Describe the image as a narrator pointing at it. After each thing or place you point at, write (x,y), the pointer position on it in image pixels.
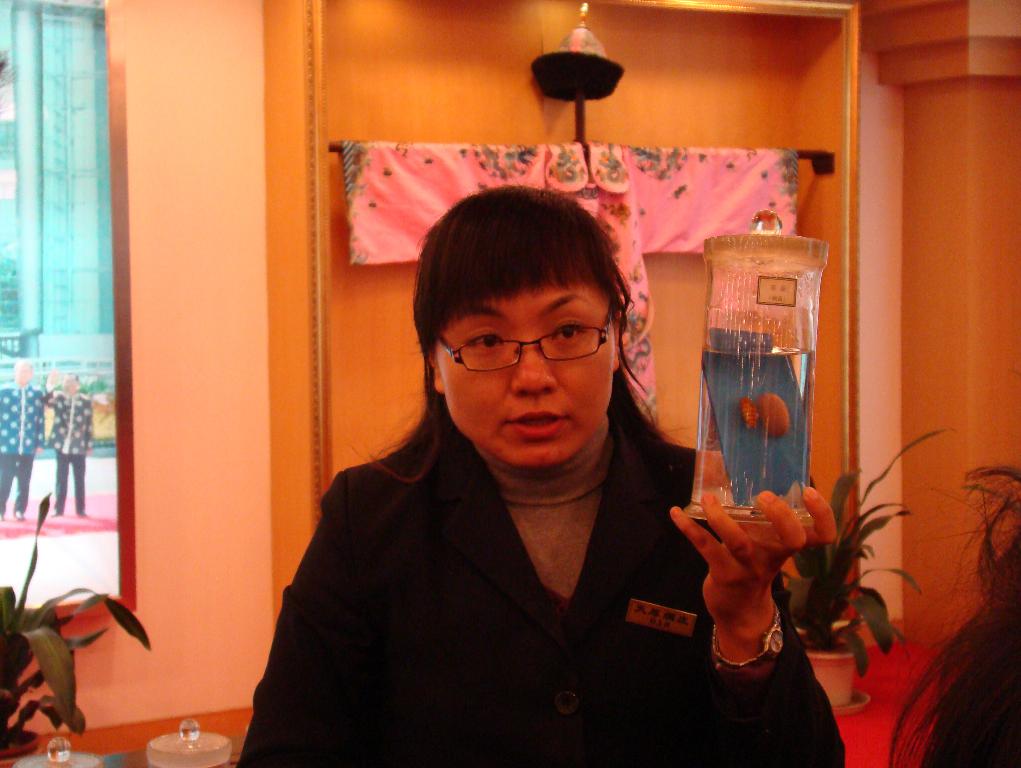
In this picture, we can see a few people (80,443), and among them we can see a person (484,554) holding an object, we can see the wall (107,648), with glass window (42,336), some objects (601,199) in the background (843,660), we can see some objects (59,724) in the bottom left side of the picture (65,752), we can see the ground (79,533) and some objects (51,152) from the glass window (74,126).
